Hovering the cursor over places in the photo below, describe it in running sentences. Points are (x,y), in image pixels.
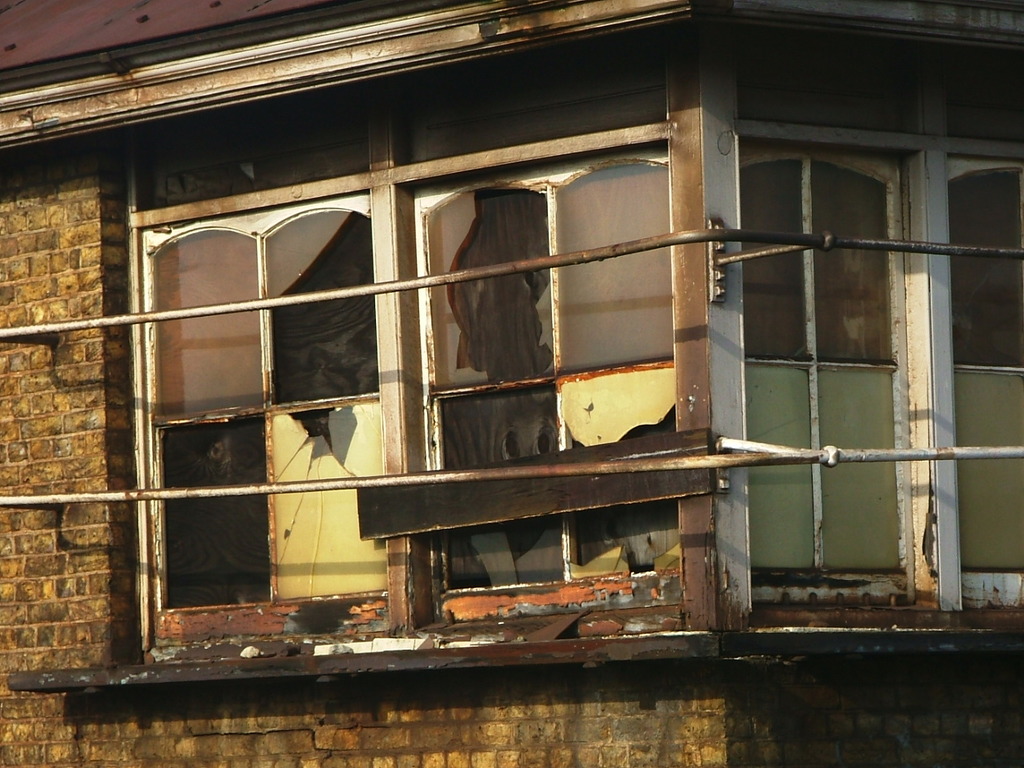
In this image there is a house (715,514) with windows (669,365) and broken glass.
